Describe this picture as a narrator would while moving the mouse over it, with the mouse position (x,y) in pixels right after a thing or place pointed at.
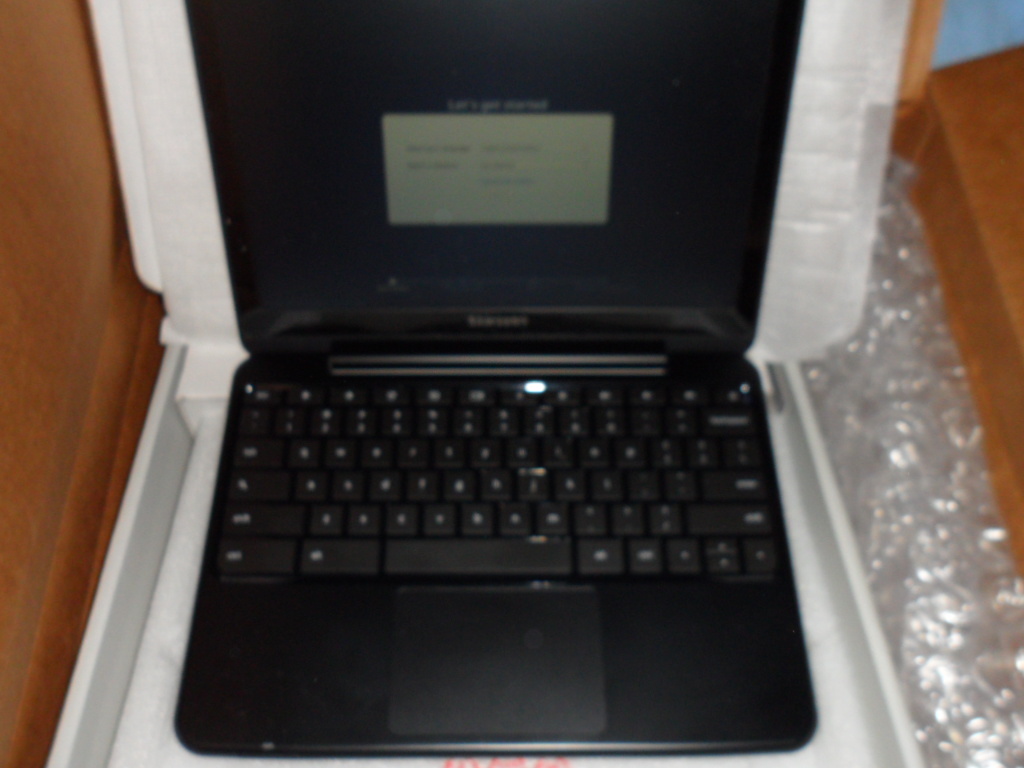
In this image, we can see a laptop (395,318) in an object (959,91). We can also see some cover (892,494) and an object (995,231) on the right (993,733).
